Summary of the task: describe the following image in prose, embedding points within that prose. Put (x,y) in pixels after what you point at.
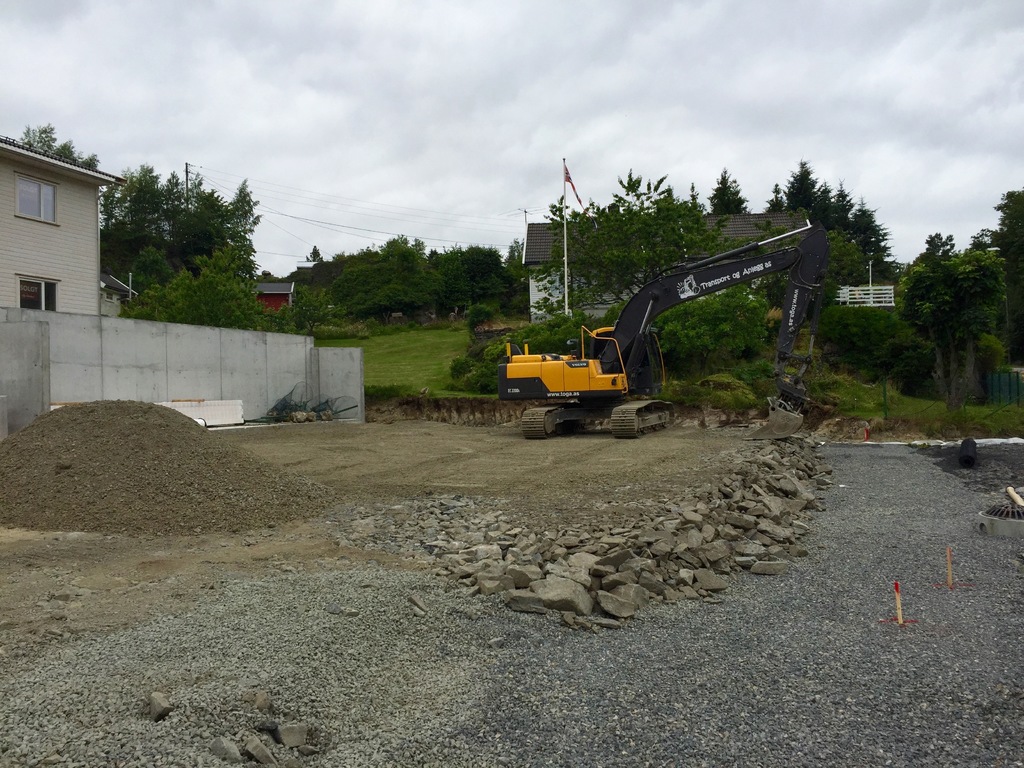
In this picture I can see the soil (410,438) and stones (606,558) in front (59,455) and in the middle of this picture (628,390) I can see few buildings (17,283), a vehicle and number of trees (1021,333). In the background (281,208) I can see the cloudy sky (927,144).
